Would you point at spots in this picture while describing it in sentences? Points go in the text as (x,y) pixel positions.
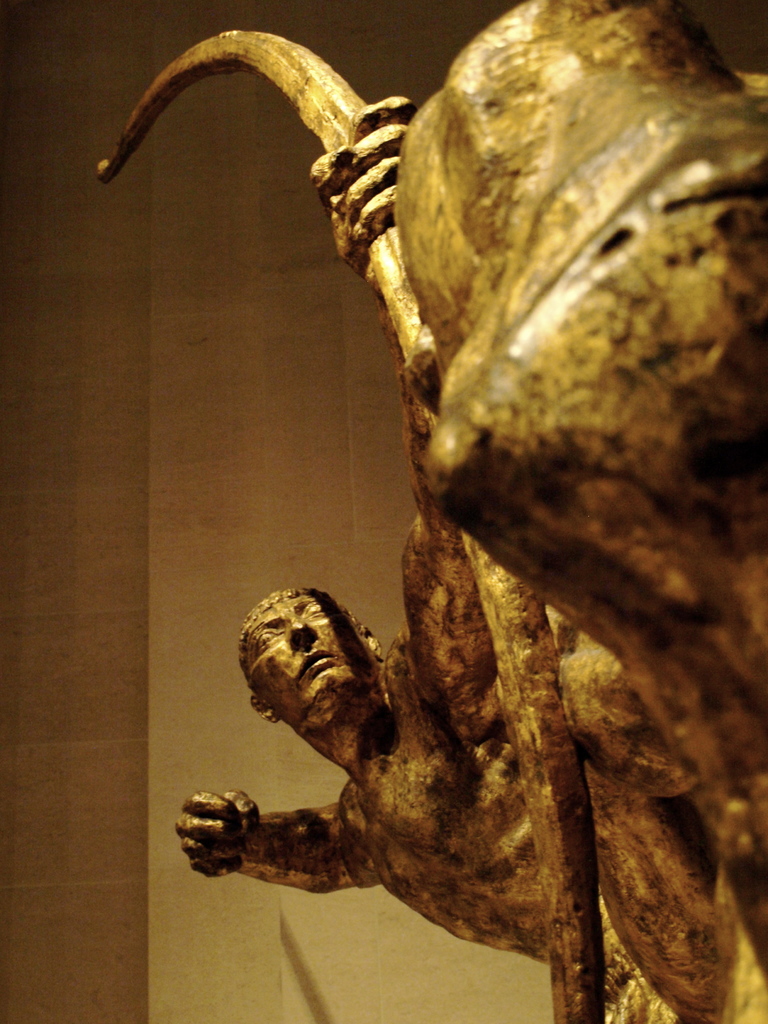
In the picture i can see a sculpture (452,568) of a person (440,766) who is holding a bow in his hands (371,206).
